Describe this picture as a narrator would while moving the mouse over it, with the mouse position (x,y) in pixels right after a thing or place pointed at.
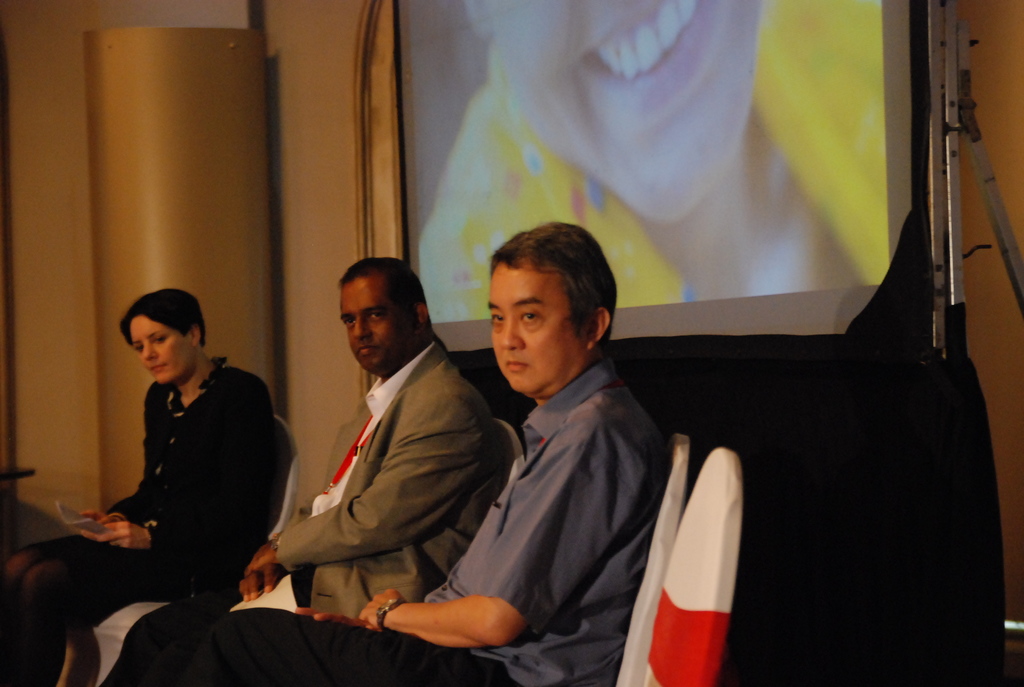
In the foreground of the picture (411,428) there are people (529,481) sitting in chairs (670,538). In the center of the picture (444,252) there is a projector screen (556,99). On the left (253,165) there is a circular object (179,146). In the background (305,57) it is wall (972,50).
